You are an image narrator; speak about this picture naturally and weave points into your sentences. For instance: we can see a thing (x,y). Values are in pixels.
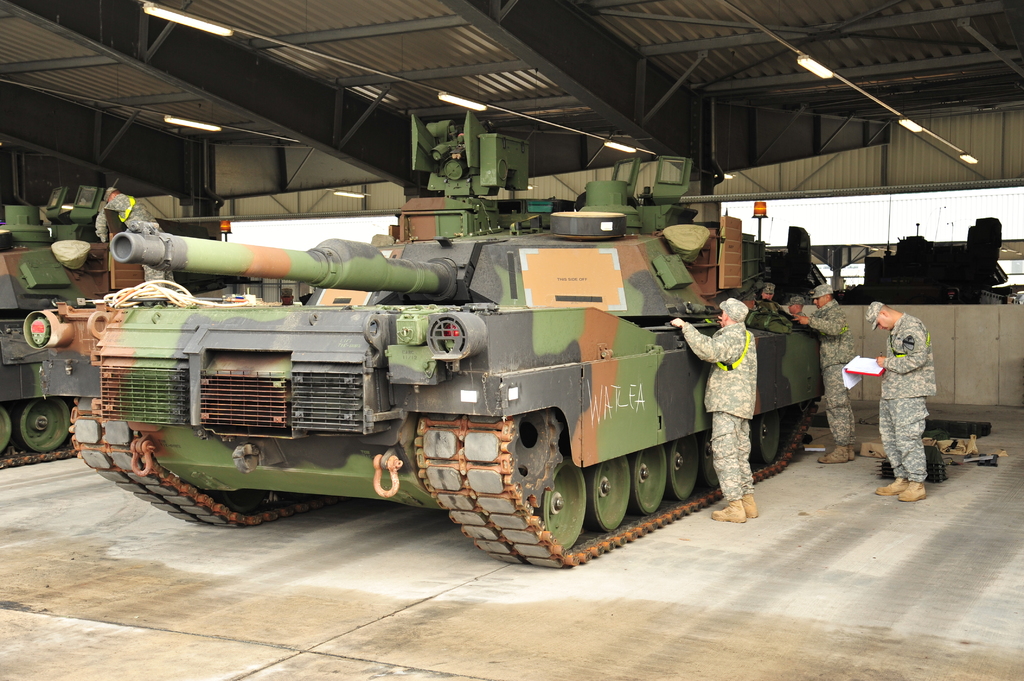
In this image there is a vehicle (506,396) on the floor (667,644). Right side (717,406) few persons (727,366) wearing uniforms (832,372) are standing on the floor (835,520) having few objects (948,462) on it. They are wearing caps (874,330). A person (899,369) is holding a book (876,370) in his hand (881,356). Left side there is a person (116,200) on the vehicle (101,282). Few lights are attached to the roof (768,142).
